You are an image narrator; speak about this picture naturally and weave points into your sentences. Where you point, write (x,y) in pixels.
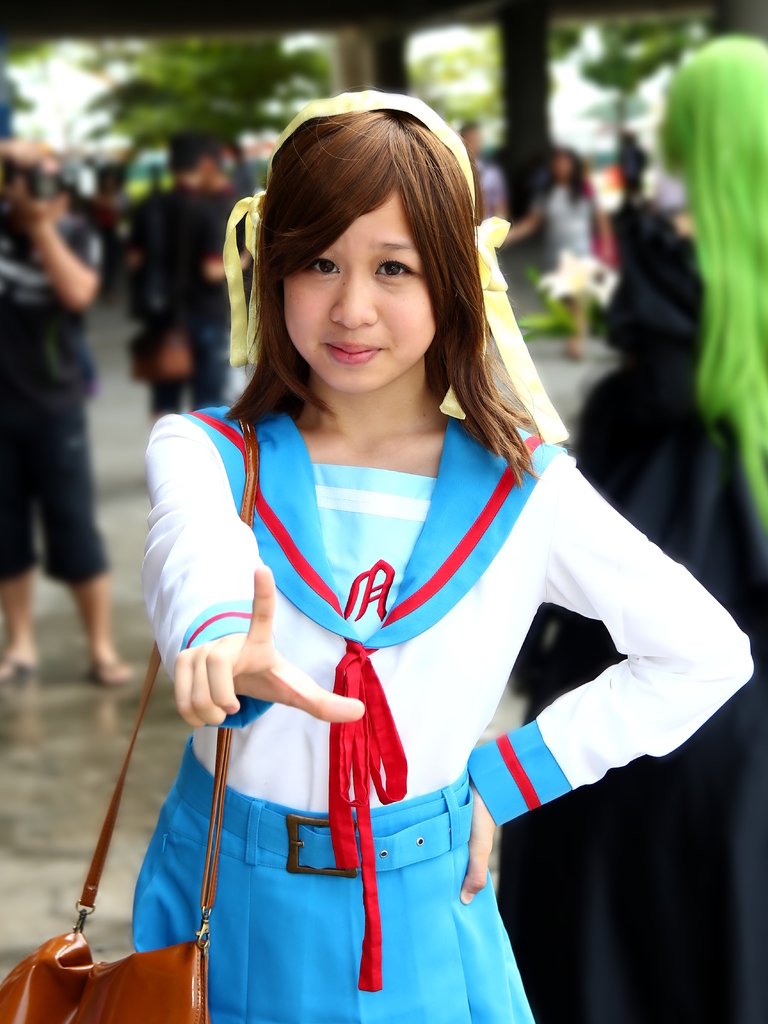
A girl (329,733) wearing a blue and a white dress (383,705) is holding a bag (196,951). Behind her many persons (625,235) are there. Trees (196,103) are over there.
